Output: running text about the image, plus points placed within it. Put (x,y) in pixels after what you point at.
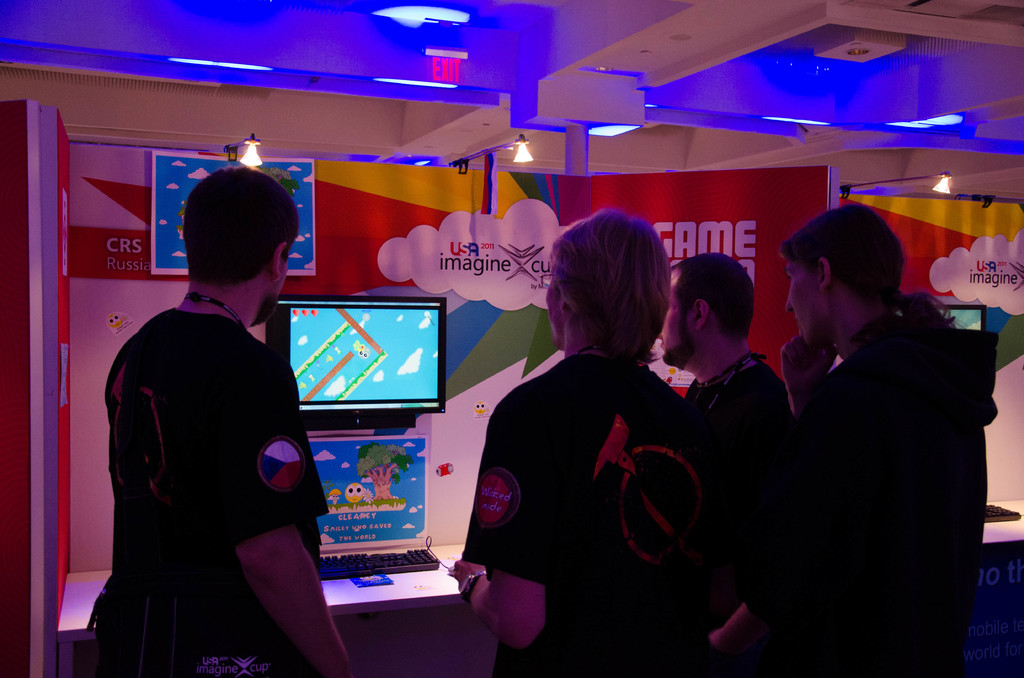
In the picture we can see some people (566,547) are standing near to the desk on it we can see a keyboard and to the wall (331,285) we can see a monitor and to the wall (985,295) we can see some painting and to the ceiling (294,88) we can see a exit board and some lights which are blue in color.
